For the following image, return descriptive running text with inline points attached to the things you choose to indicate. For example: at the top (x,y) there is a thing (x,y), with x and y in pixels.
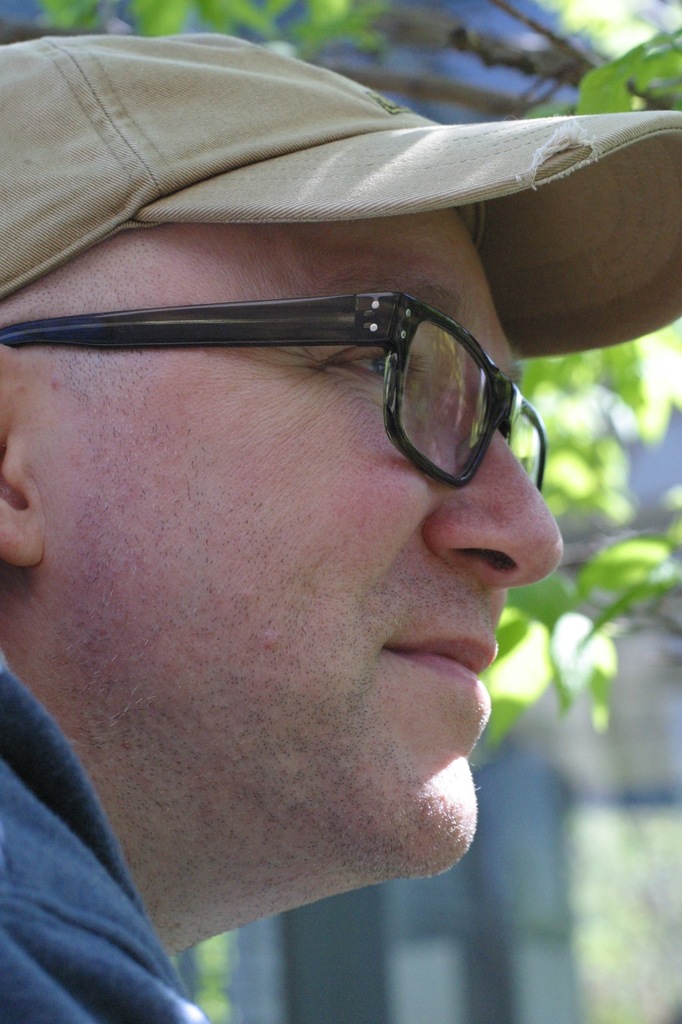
In the picture there is a man (255,379) he is wearing a hat (25,191) and spectacles (522,462), the background of the man (512,500) is blur.
